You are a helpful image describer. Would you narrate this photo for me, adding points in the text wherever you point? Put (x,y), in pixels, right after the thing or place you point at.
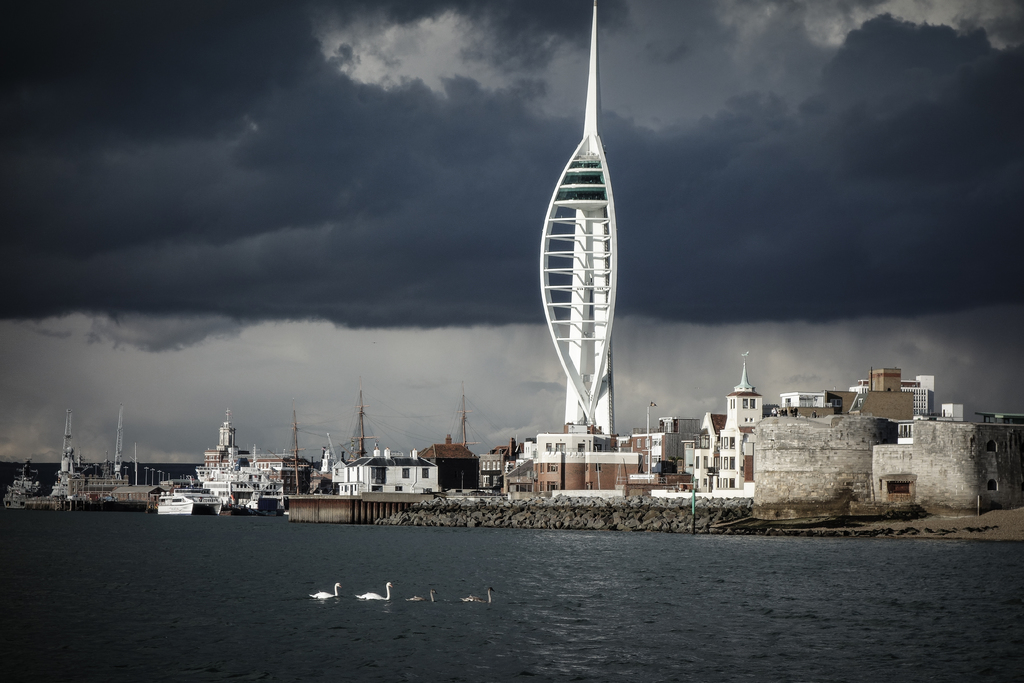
These are the buildings (374,483). I can see the ships (223,511) and the boats (227,511) on the water (231,539). This looks like an architectural building (601,236). These are the clouds (387,149) in the sky (617,59). I can see the swans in the water (620,623).
